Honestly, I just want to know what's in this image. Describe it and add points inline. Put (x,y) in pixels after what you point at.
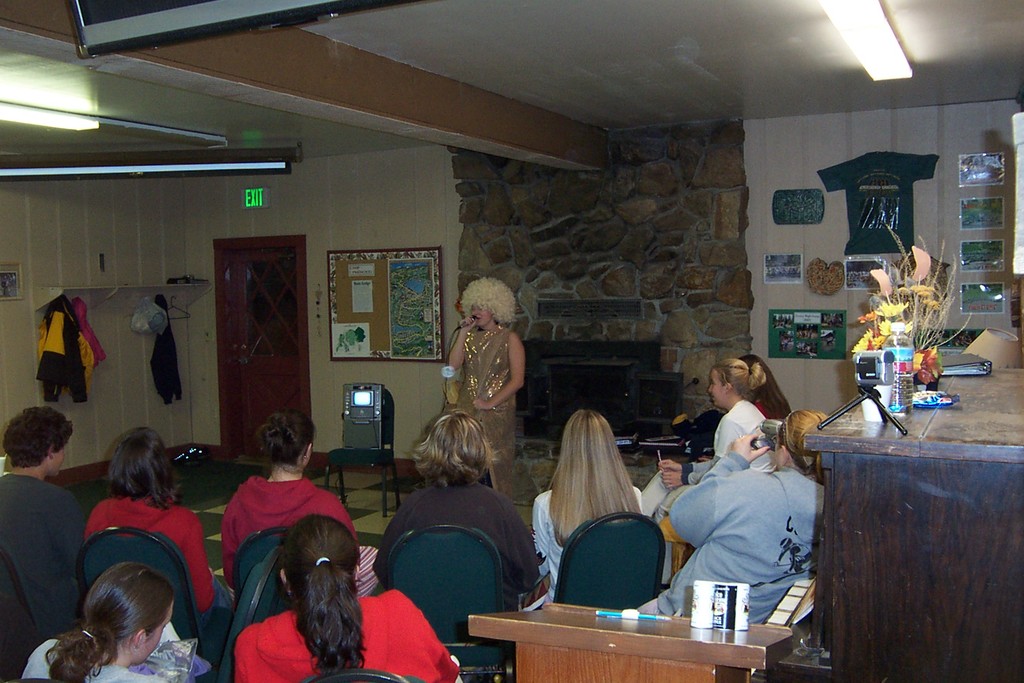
In this image there are group of people (283,481) who are sitting on a chair (472,525) and in the middle (481,392) there is one woman (480,376) who is standing and she is holding a mike (475,320) it seems that she is singing on the left side (84,262) there is wall (149,232) and on the top (370,51) there is ceiling (569,54) and lights (869,45) are there. On the right side (889,506) there is one table (927,457) and on that table (931,574) there are some flower pot (918,337), plant (929,336), bottles (902,348), and book (953,364), lamps (972,352), are there and in the middle (458,234) there is wall (524,207) and on that wall (761,190) there are some photo frames (377,285) and photos (973,172) and one t shirt (883,196) is there and on the left side (256,306) there is one door (241,331) beside that door (244,298) there are some clothes (91,342) hanging on.
